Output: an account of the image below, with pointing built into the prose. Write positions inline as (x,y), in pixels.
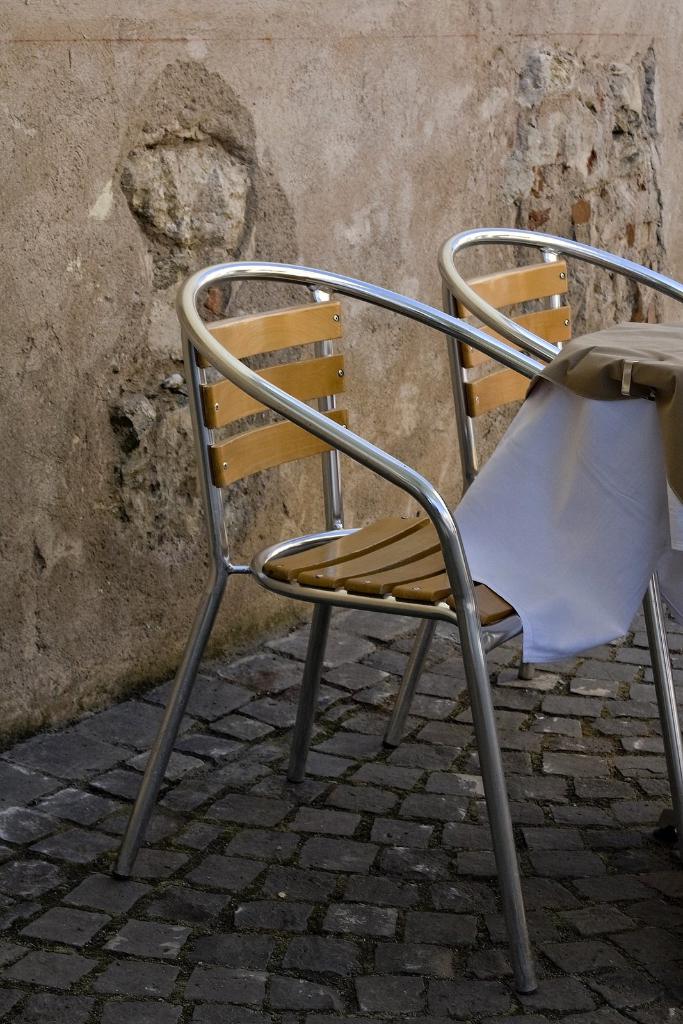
In this image we can see two chairs (524,295), there is a cloth (592,454) on the table (587,615), also we can see the wall (155,251).
